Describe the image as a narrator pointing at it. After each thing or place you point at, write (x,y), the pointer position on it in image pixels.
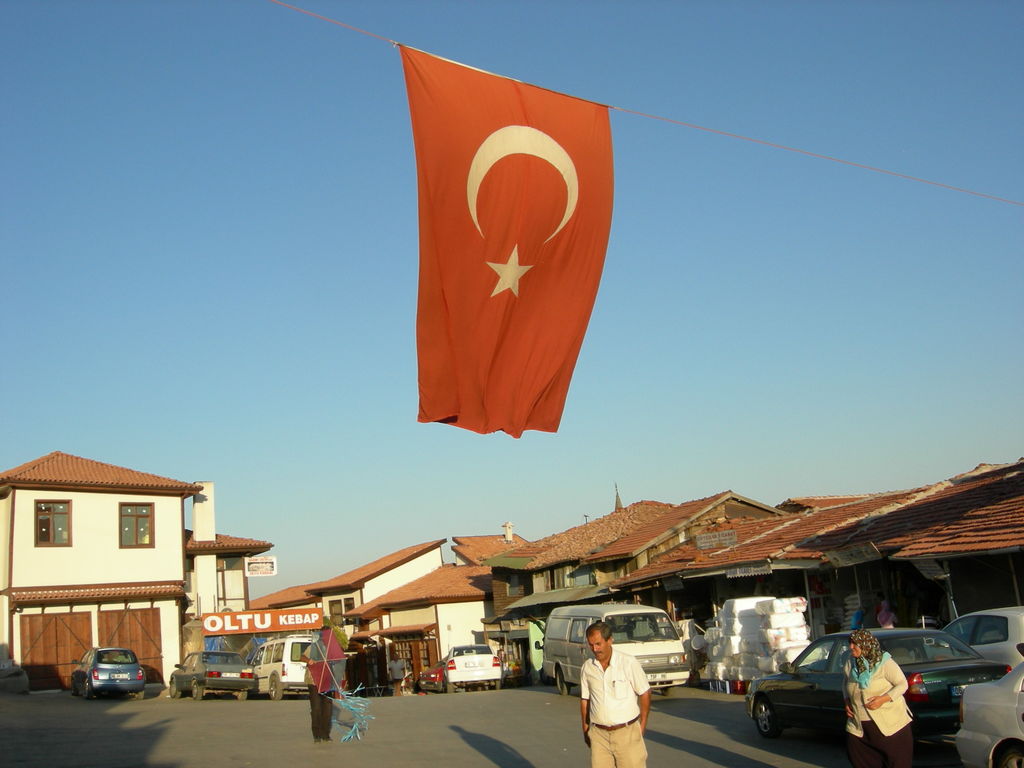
In this picture there are people (328,721) and we can see vehicles (819,670) on the road (406,709), houses (364,651), flag (445,305) on rope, boards (214,619) and objects (342,663). In the background of the image (625,397) we can see the sky (665,407).
